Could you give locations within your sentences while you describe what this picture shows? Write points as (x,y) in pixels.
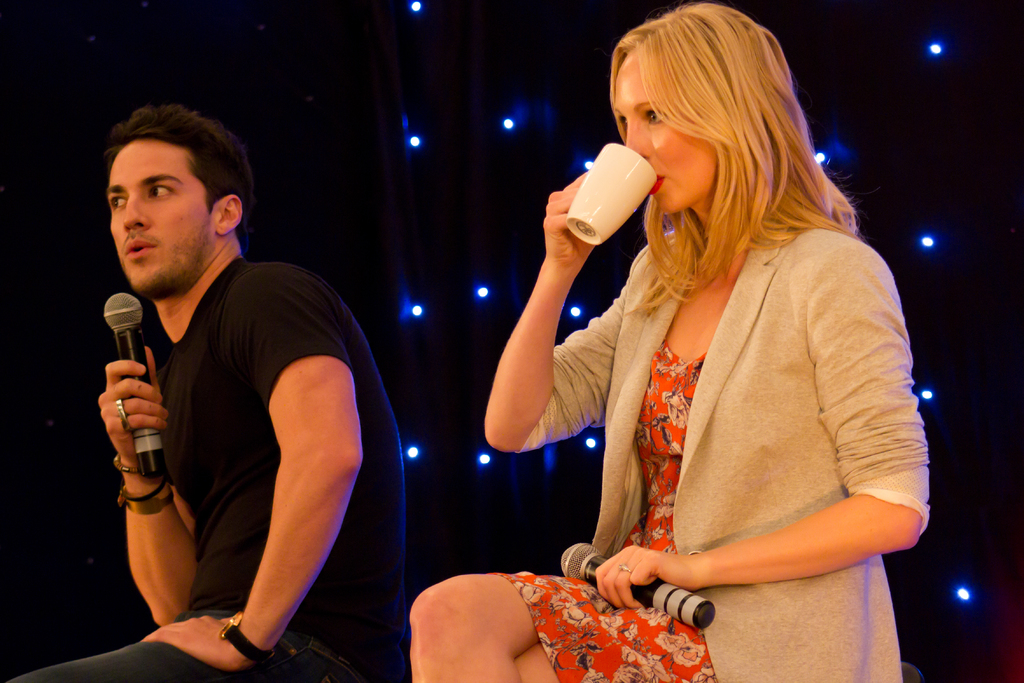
In this image there is a woman (655,461) sitting in the chair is drinking by holding a cup (637,164) in her hand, the woman (656,227) is holding a mic (677,591) in her left hand (652,560), beside the woman (637,443) there is a man (205,380) sitting in a chair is holding a mic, behind them there are decorative lights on the curtain (458,252).
